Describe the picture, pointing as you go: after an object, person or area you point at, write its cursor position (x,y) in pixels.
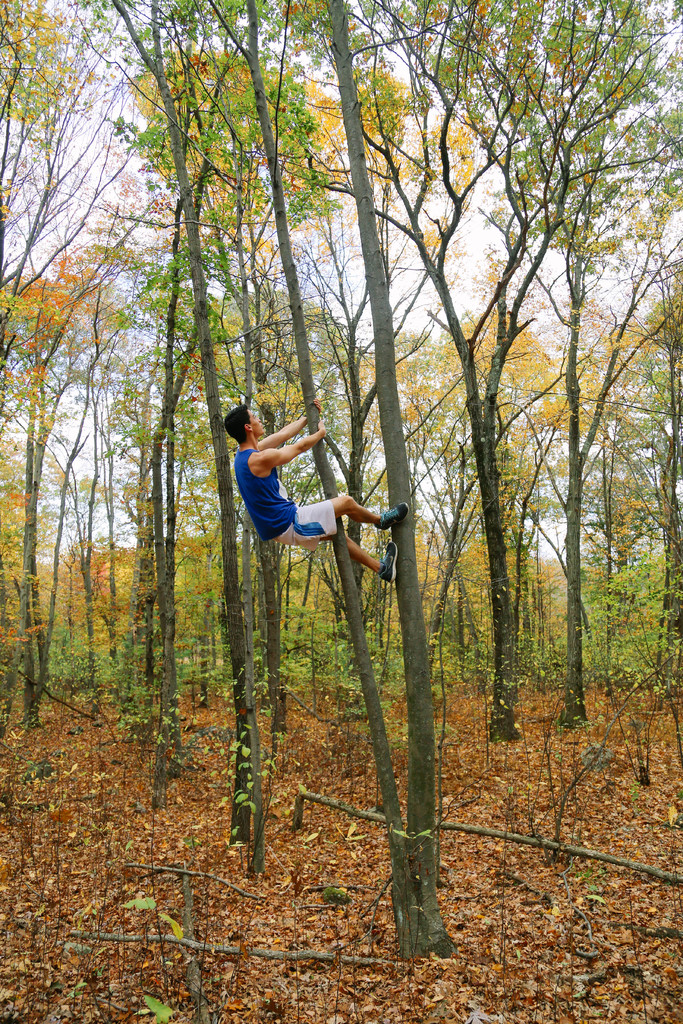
This picture might be taken from outside of the city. In this image, in the middle (327,532), we can see a man (322,530) climbing a tree (319,417). In the background (292,386), we can see some trees (329,421). On the top (375,190), we can see a sky (396,205), at the bottom (618,743), we can see some leaves (468,990).
